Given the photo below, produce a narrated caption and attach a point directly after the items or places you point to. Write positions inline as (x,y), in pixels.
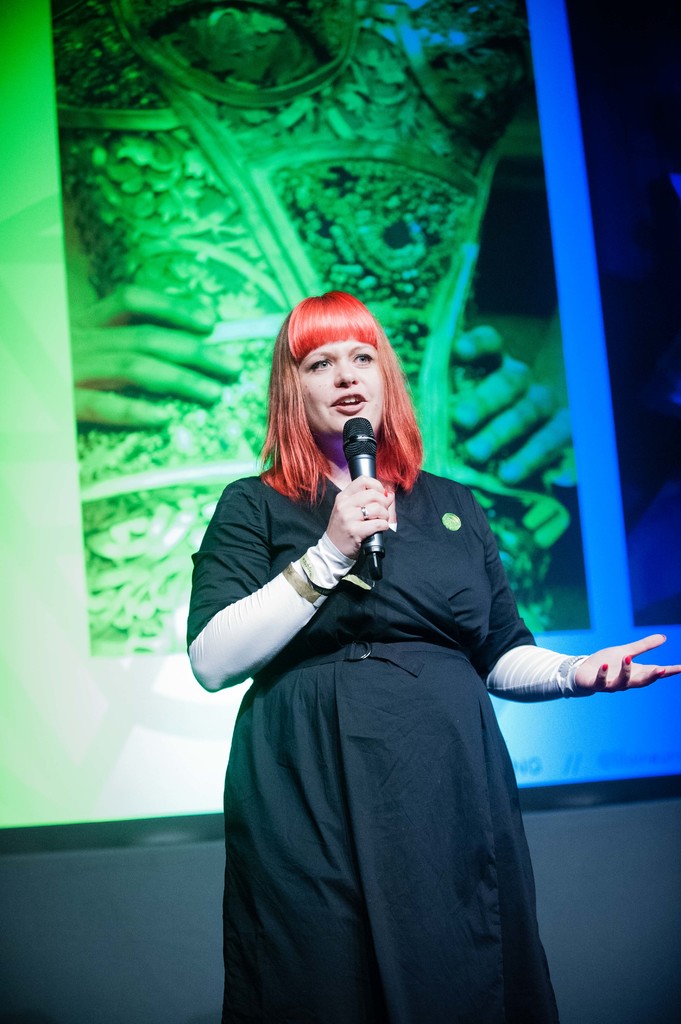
In this image we can see a woman (389,631) standing and holding a mic (372,470) and there is an object (128,243) looks like a screen (475,415) in the background (211,502).
